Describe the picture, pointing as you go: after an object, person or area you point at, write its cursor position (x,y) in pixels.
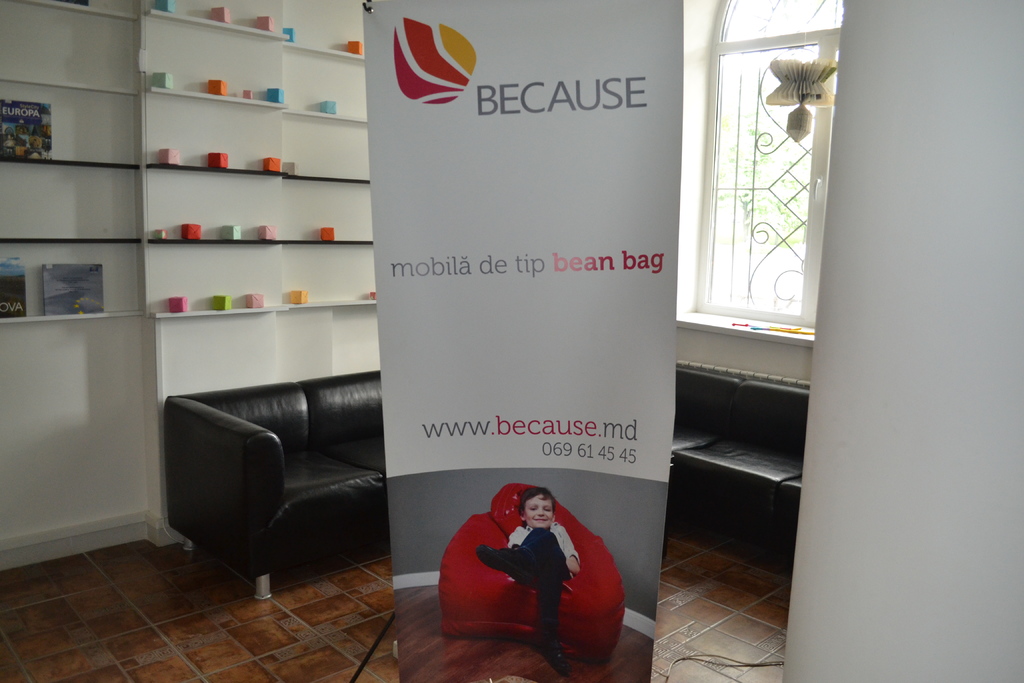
I can see a banner (487,371), a couch (308,471), a window (716,307) and a shelf (257,218) with some objects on it.
